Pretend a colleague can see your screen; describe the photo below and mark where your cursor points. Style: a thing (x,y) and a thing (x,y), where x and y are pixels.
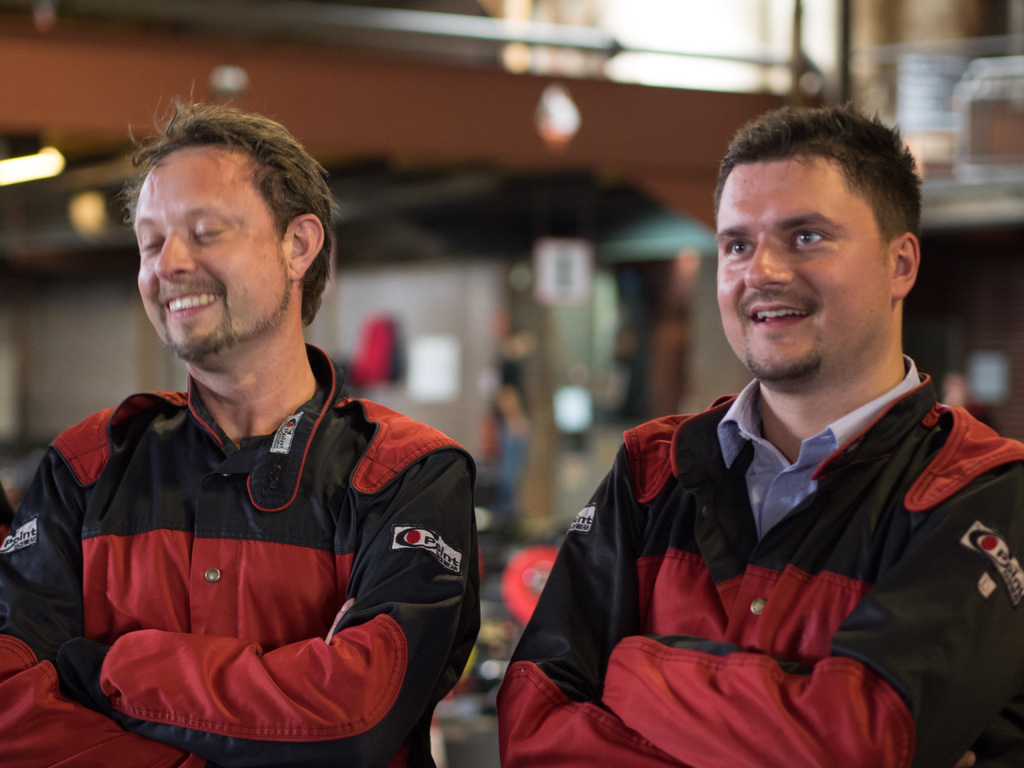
In this image, we can see two people (354,582) are smiling and holding their hands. Background (713,359) it is a blur view. Here we can see wall (488,318), few objects (443,338) and lights (35,175).
